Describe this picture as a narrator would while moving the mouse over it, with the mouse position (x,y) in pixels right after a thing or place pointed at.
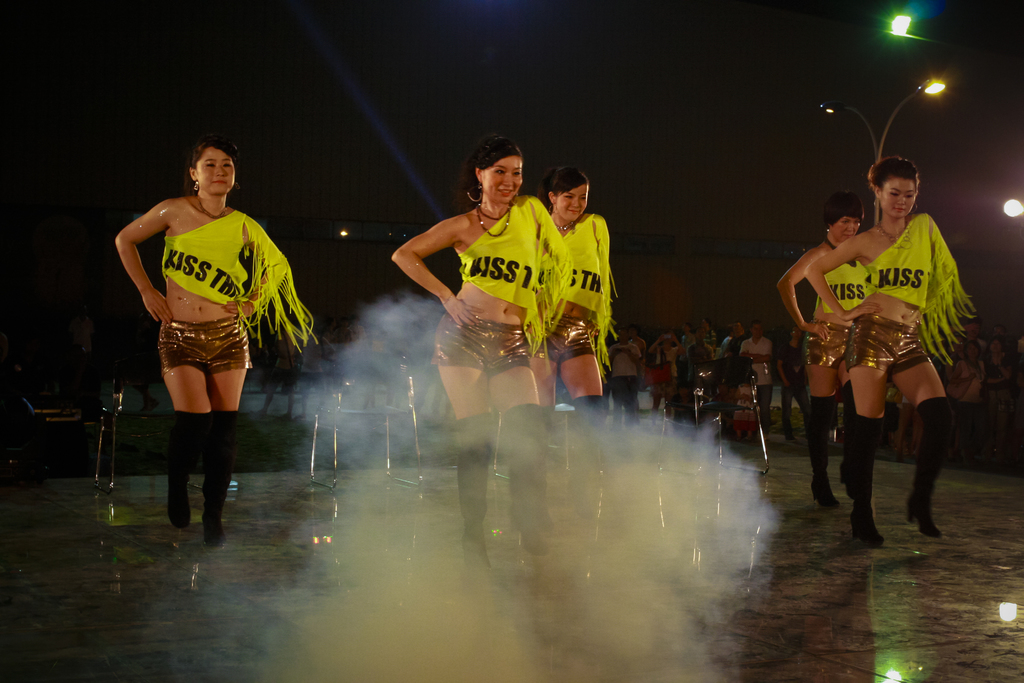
In this image we can see few women (461,390) are standing on the floor (30,572) and there are chairs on the floor (420,505). In the background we can see few persons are standing, lights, pole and we can see lights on the wall (509,112).
